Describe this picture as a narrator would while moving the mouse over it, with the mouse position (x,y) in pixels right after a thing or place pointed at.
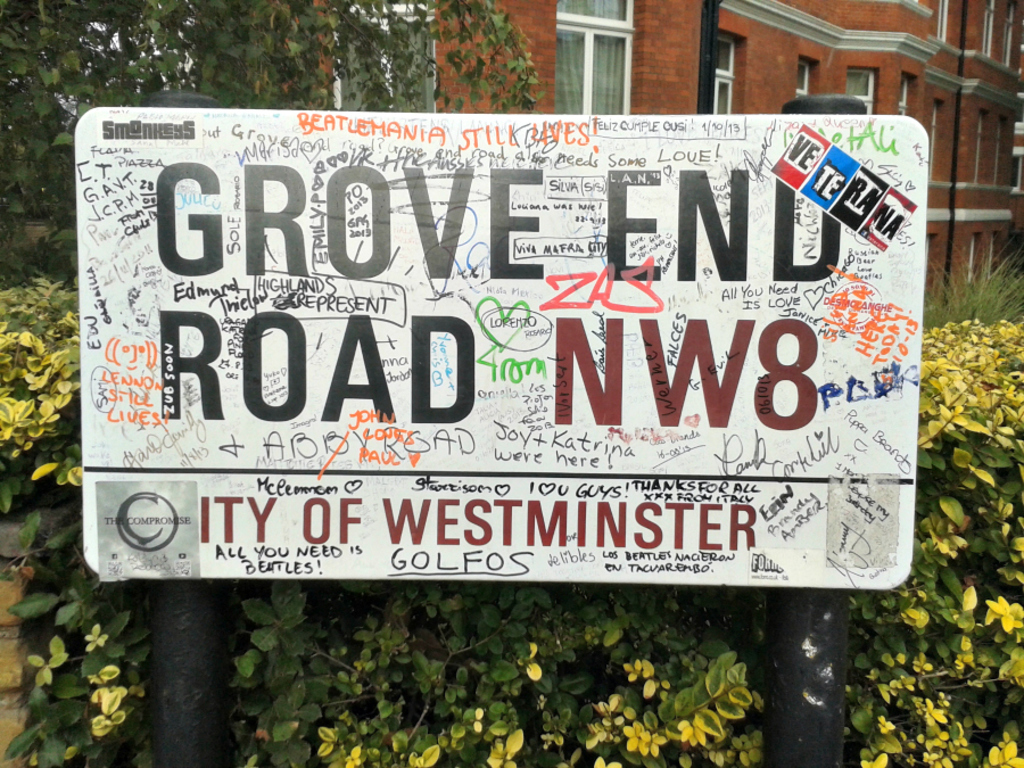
Here in this picture we can see a board (877,544) present over there and we can see something written on it all over there and behind it we can see plants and trees (239,96) present all over there and we can see building (766,65) also present over there with windows (575,87) on it.
